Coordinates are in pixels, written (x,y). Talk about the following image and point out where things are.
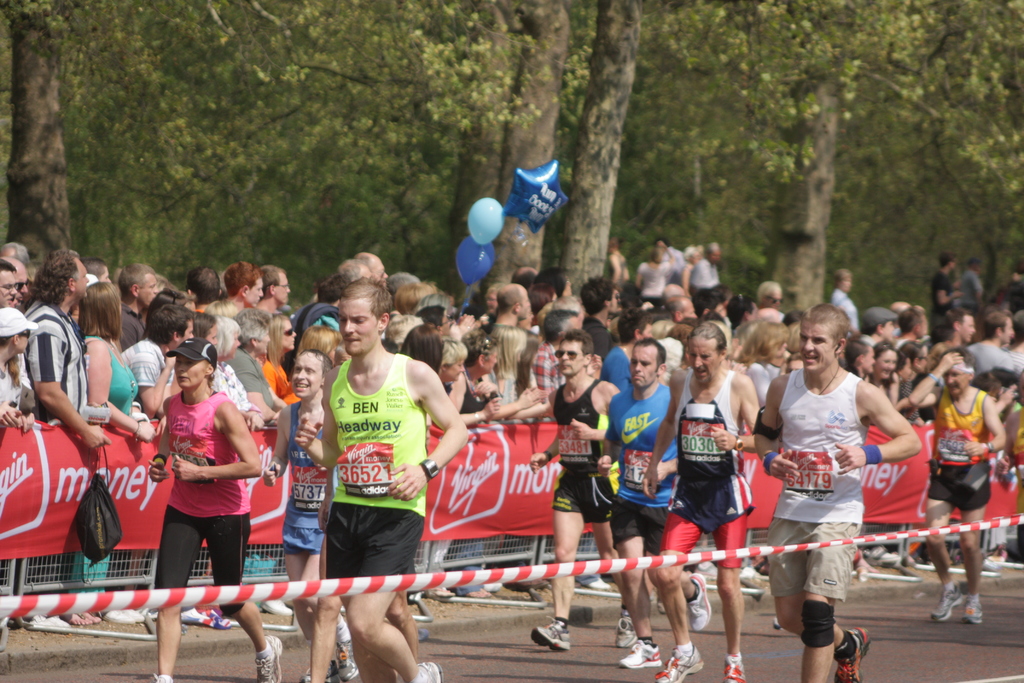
In this picture we can see some people (165,550) are running on the road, banners (458,470), fence (517,539), balloons (484,215), bag (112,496), some objects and a group of people (431,314) are standing. In the background (652,128) we can see trees (545,35).
